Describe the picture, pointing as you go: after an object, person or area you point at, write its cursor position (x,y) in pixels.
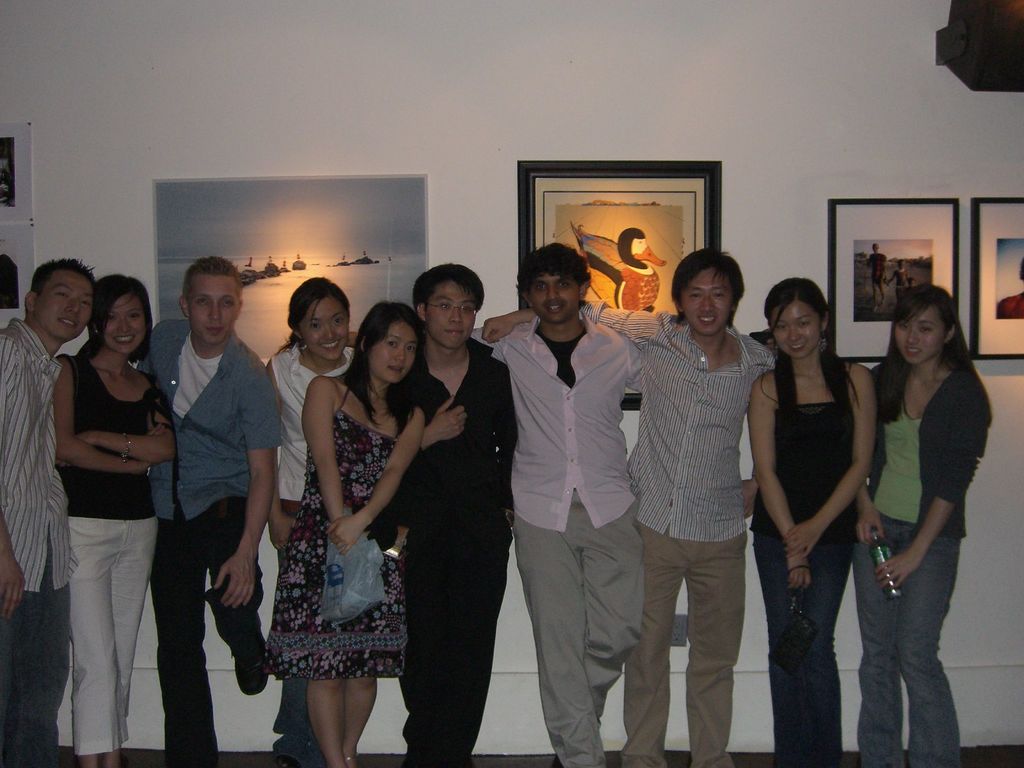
In this image I can see the group of people (485,482) standing and wearing the different color dresses (705,517). I can see one person (875,583) holding the bottle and another one (778,592) holding the wallet (799,650). In the background (585,204) there are many frames (652,188) to the white wall (528,59).
